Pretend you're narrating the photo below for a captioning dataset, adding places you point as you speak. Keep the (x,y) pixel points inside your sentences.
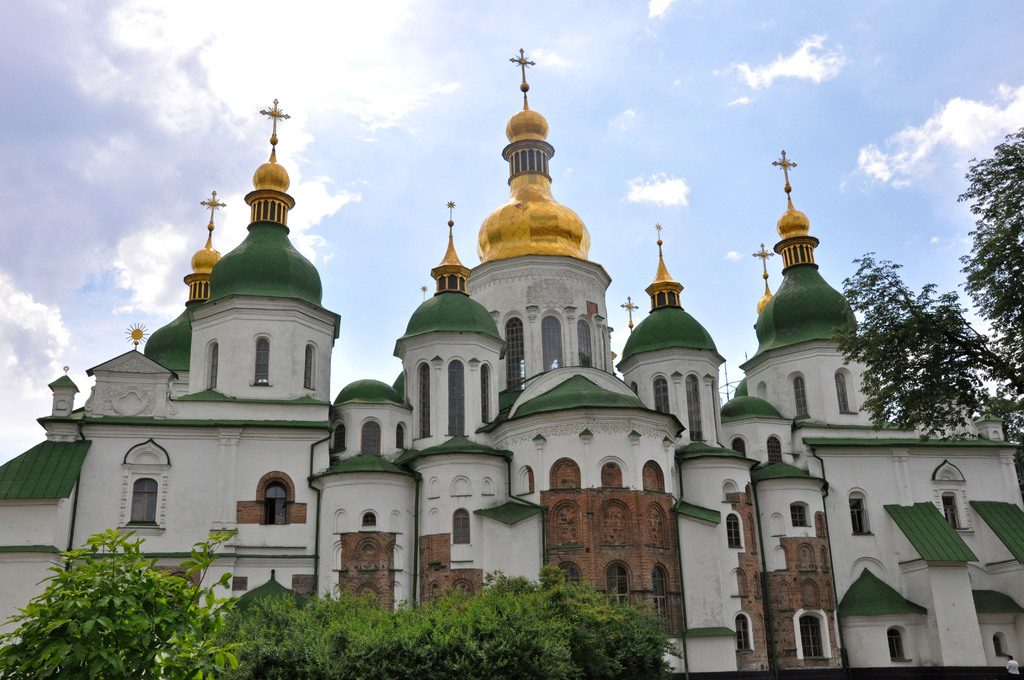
In this image in the front (270,605) there are trees (959,401). In the background (323,455) there is a church (517,452) and the sky (784,126) is cloudy.
